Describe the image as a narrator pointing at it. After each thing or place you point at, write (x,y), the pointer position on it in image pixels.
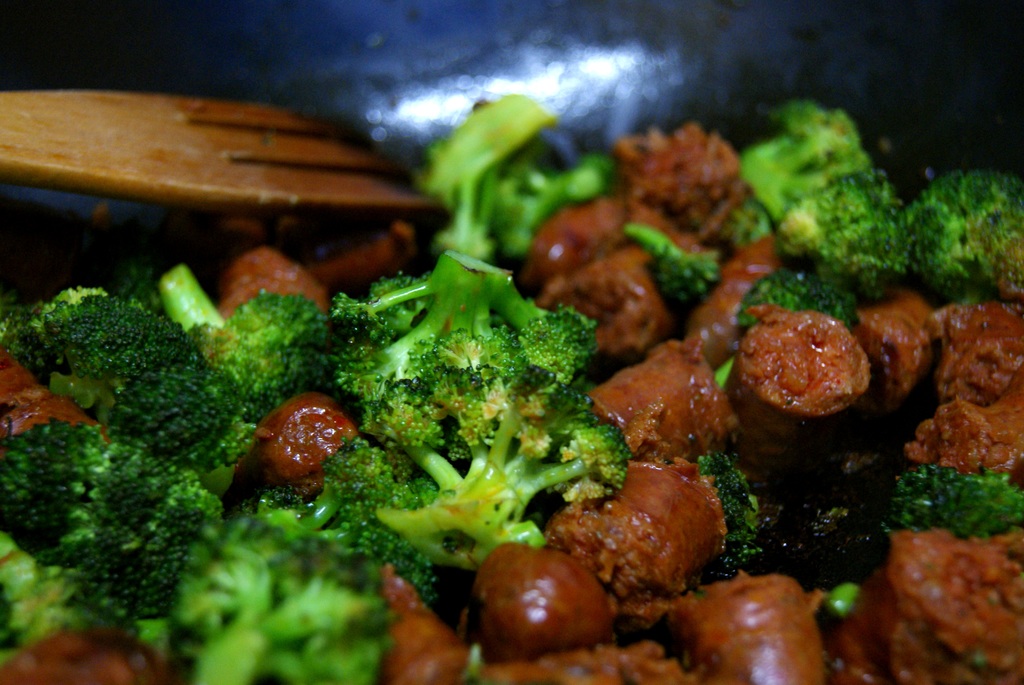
In this image we can see some food items (233,316) and on the top left corner of the image (315,173) there is a wooden spoon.
